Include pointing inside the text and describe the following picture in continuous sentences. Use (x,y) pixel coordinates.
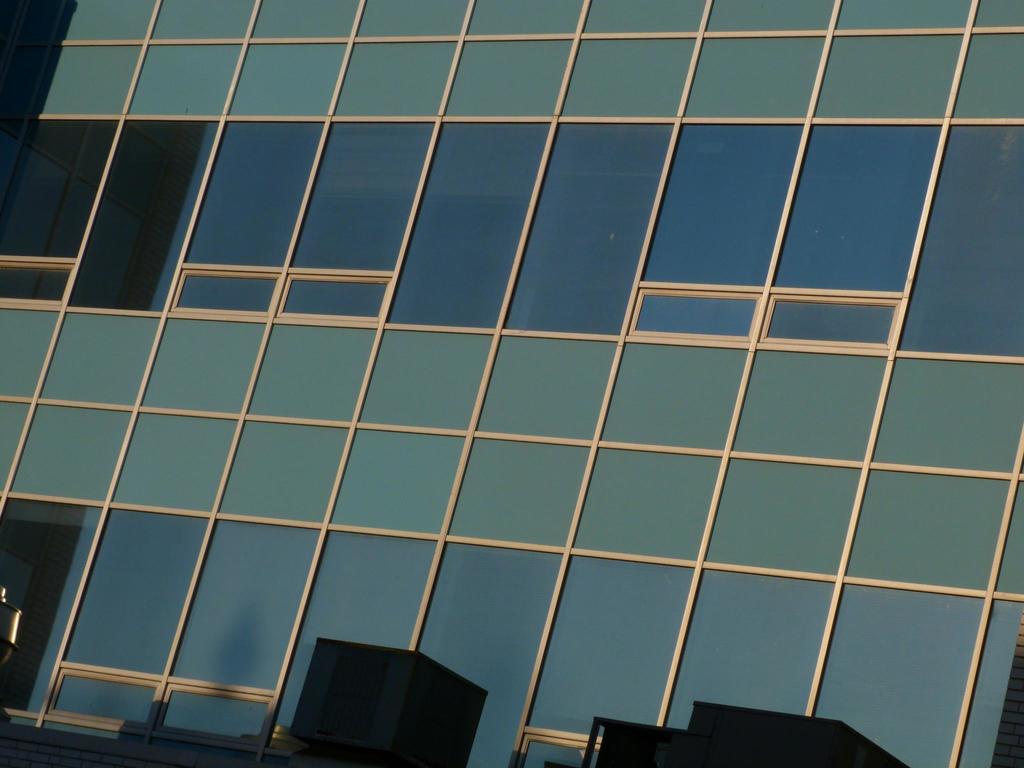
In this image we can see the glasses (606,317) of a building (537,300). We can see the reflection (40,60) of a building (135,237) on the glasses (115,274) at the left side of the image (135,237). There are few objects (756,722) at the bottom of the image (640,725).
